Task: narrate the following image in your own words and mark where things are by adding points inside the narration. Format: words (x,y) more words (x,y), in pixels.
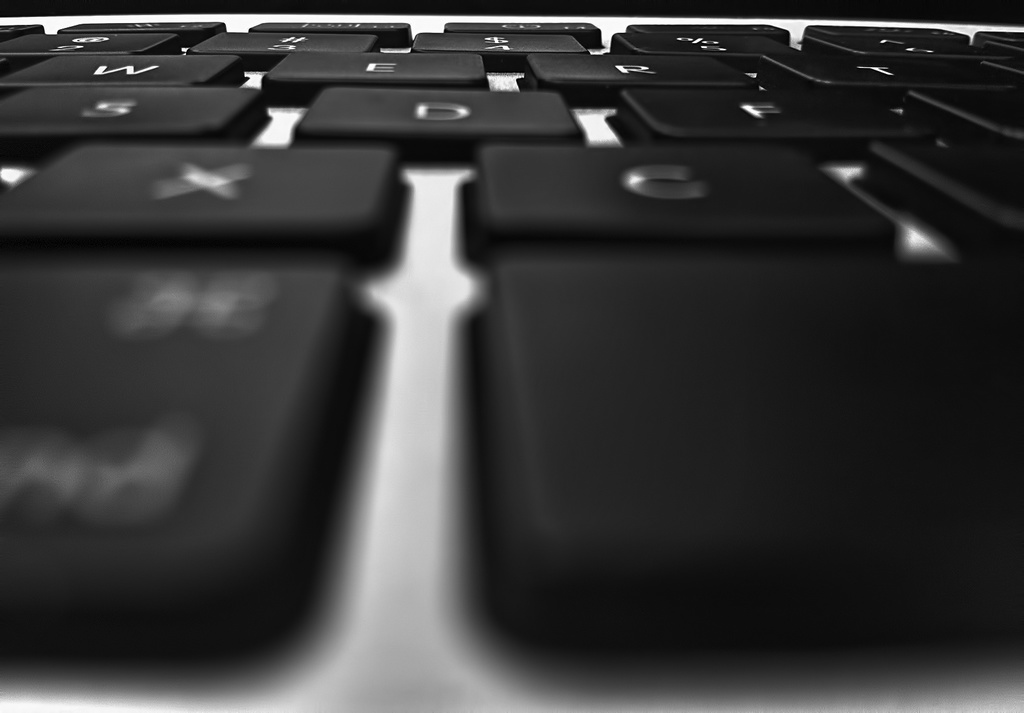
In this image we can see keys (374,349) of a keyboard (237,341).
